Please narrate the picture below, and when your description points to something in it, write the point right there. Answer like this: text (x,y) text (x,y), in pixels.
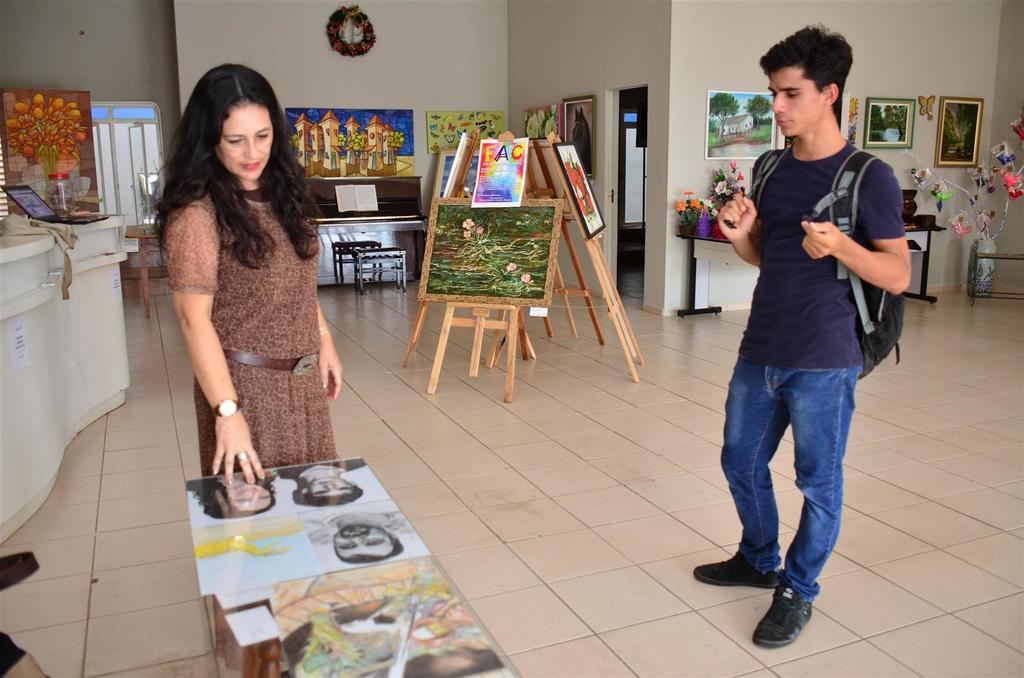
On the right side of the image (782,255) there is a man (782,225) wearing blue color t-shirt (800,249) and bag (878,337). On the left side of the image (264,303) there is woman (272,289) standing and looking at the table (316,468) which is there in front of her. This is an image clicked inside the room (562,403). In the background (615,31) I can see a wall (508,34). There are painting frames (469,178) in the background (394,164). Frames (903,118) are attached to the wall (925,138).
